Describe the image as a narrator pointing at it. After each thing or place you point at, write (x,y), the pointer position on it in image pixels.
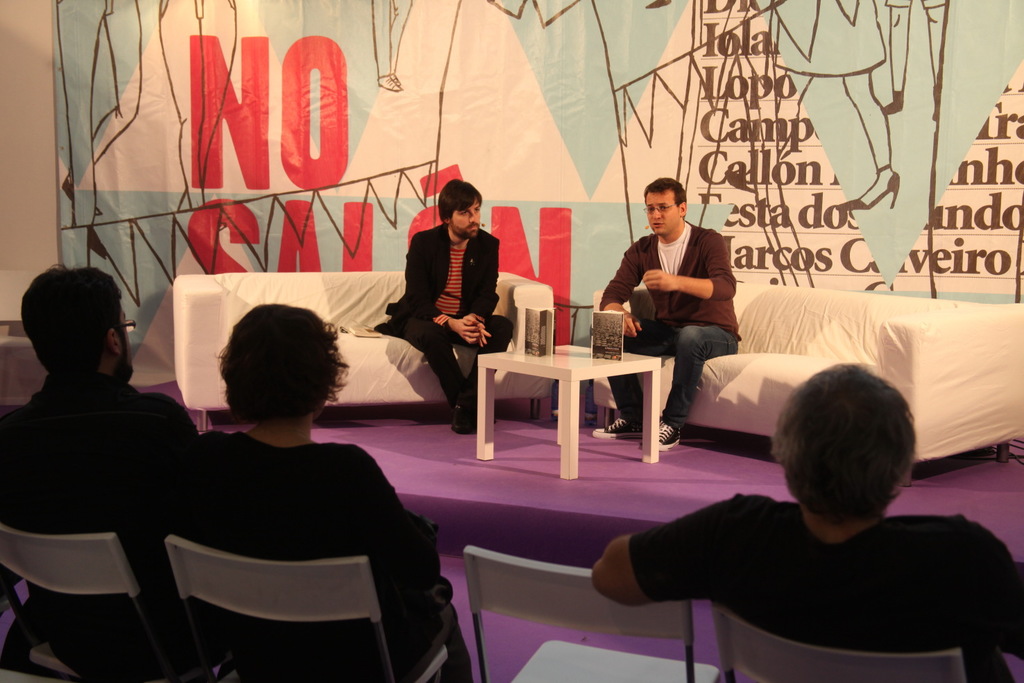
In the image there are two sofas (825,366). On those two people (686,270) are sitting. In the middle (574,354) there is a table (566,366). In the front (79,584) few people (57,484) are sitting on chairs (60,549). There is a purple carpet (488,512) on the floor (458,461). In the background (404,40) there is a banner (643,98).
